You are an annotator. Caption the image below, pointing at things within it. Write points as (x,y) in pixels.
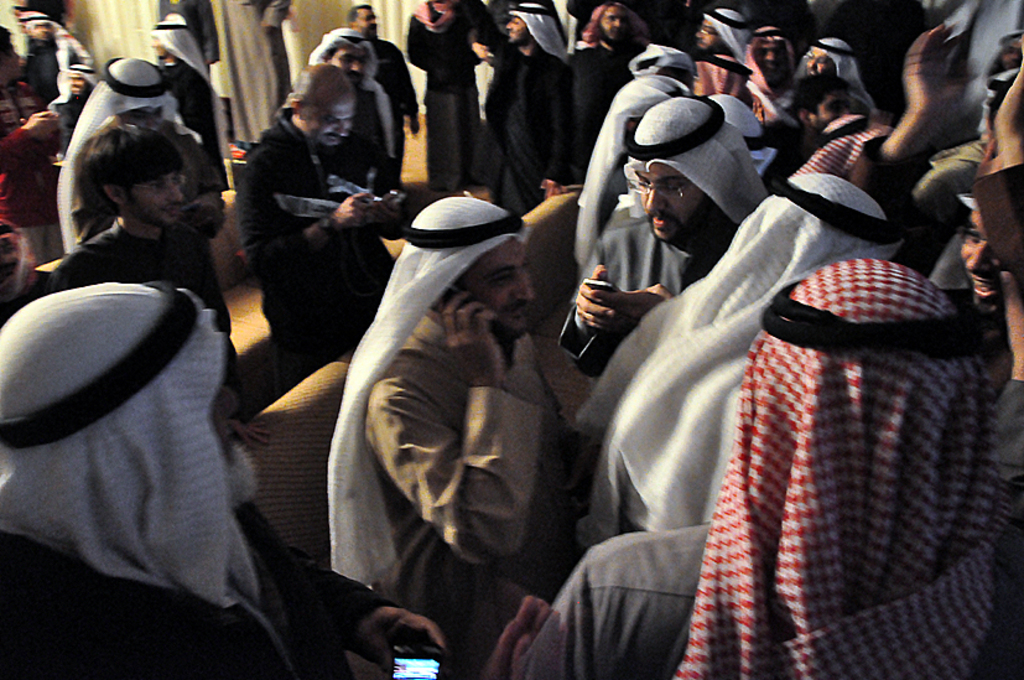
In this image, we can see some people (455,7) standing.
